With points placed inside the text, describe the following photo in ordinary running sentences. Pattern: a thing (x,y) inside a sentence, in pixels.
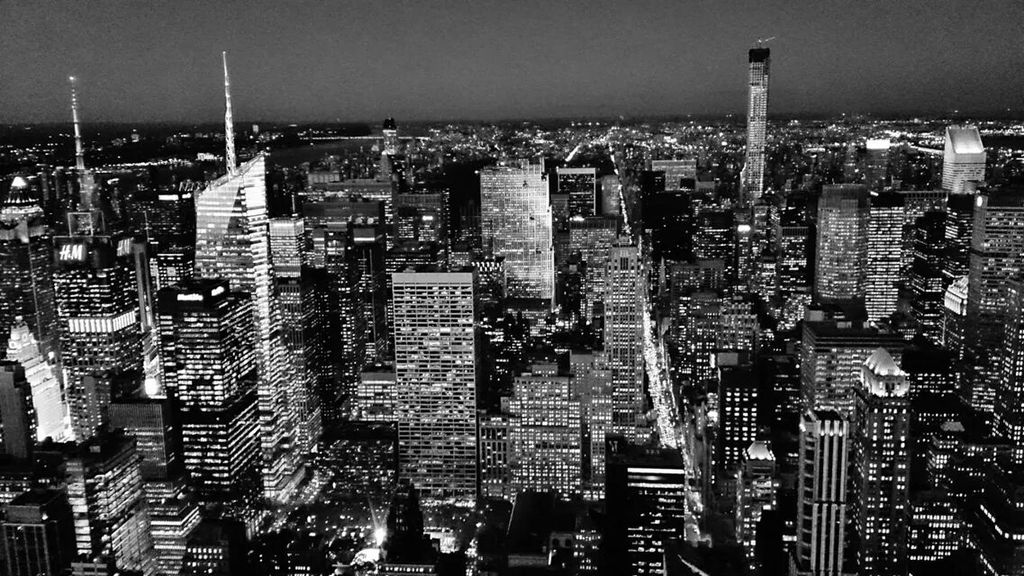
In the picture we can see an aerial view of the city (51,221) with full of buildings (636,329) and lights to it and we can also see some tower buildings (899,416) with many floors (762,280) and behind it we can see a sky (717,12).
